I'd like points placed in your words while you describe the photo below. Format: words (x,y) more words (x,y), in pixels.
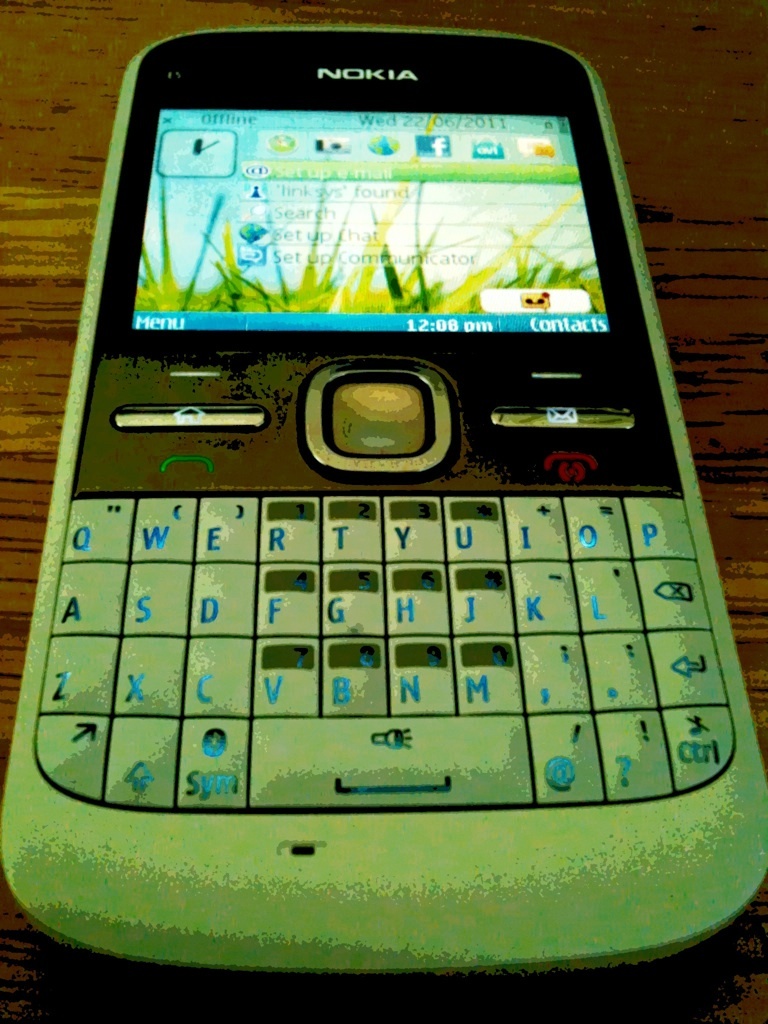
In this picture I can see a mobile phone (319,582) on the table (43,165).
